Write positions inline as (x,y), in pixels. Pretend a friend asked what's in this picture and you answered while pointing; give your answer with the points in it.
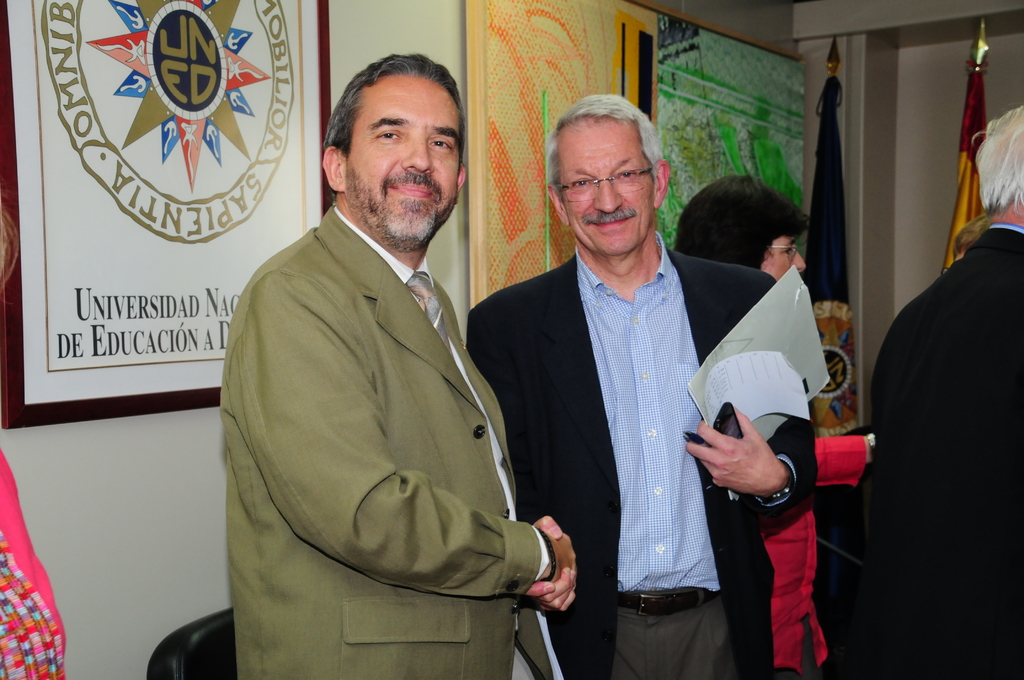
In the image there are two men (478,446) in the foreground (475,521) and they are greeting each other and posing for the photo. Behind them there are two other people (878,541) and in the background (13,193) there are some frames (150,72) attached to the wall (369,27) and on the right side (829,144) there are two flags (831,220).
